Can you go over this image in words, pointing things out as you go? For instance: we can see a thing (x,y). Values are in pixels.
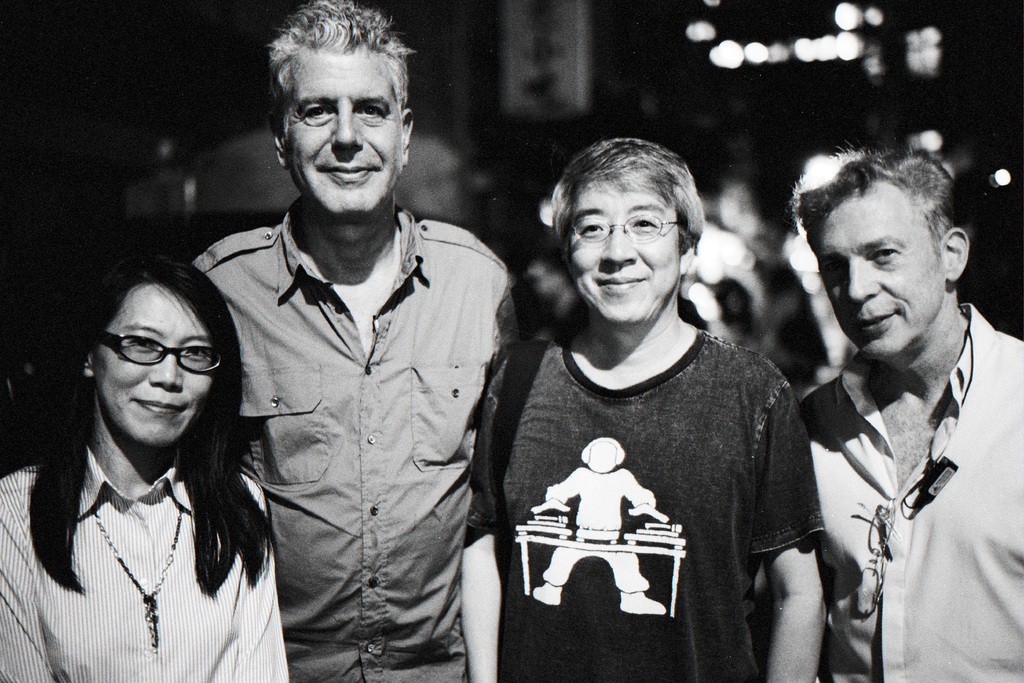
This is a black and white image, in this image there are three men (667,399) and one woman (148,545) standing, in the background (157,54) it is blurred.
